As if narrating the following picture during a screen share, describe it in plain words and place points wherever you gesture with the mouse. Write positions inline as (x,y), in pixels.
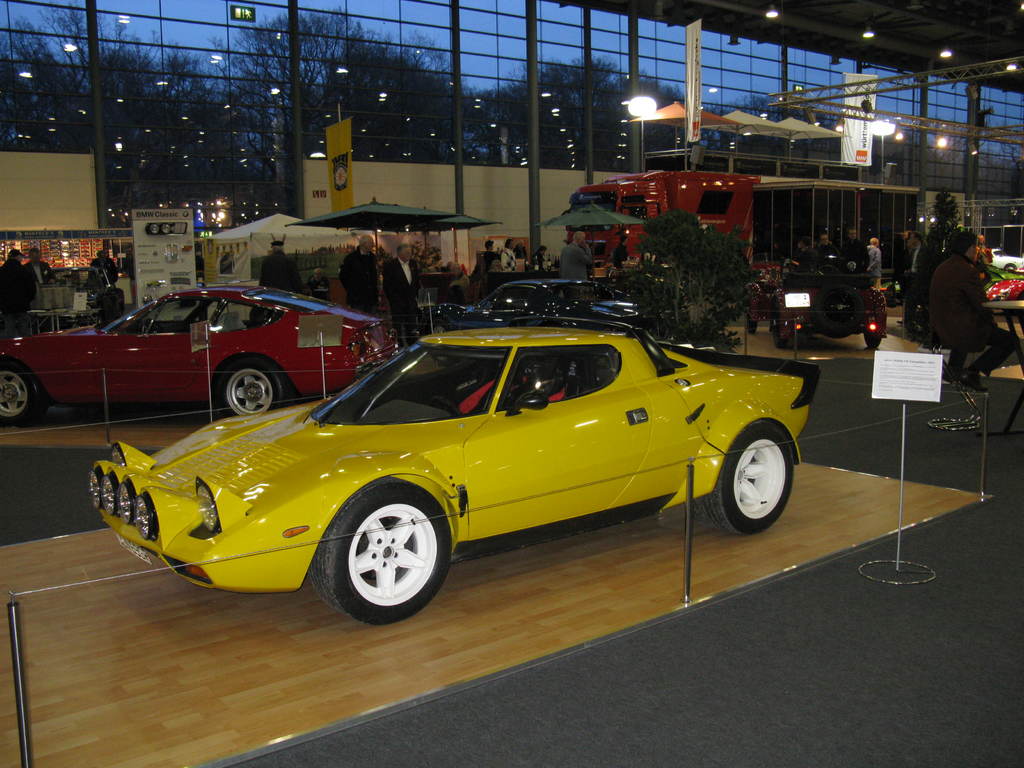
In the image there is a yellow car (698,479) in the front (416,477) followed by many cars (268,348) in the back (546,276), this seems to be cars exhibition, there are many people (980,347) walking and sitting on the back (975,321) and there are tents (284,230) and umbrellas (478,224) on left side (304,218) and the back there is a wall (39,191), behind it there are trees (287,119).
